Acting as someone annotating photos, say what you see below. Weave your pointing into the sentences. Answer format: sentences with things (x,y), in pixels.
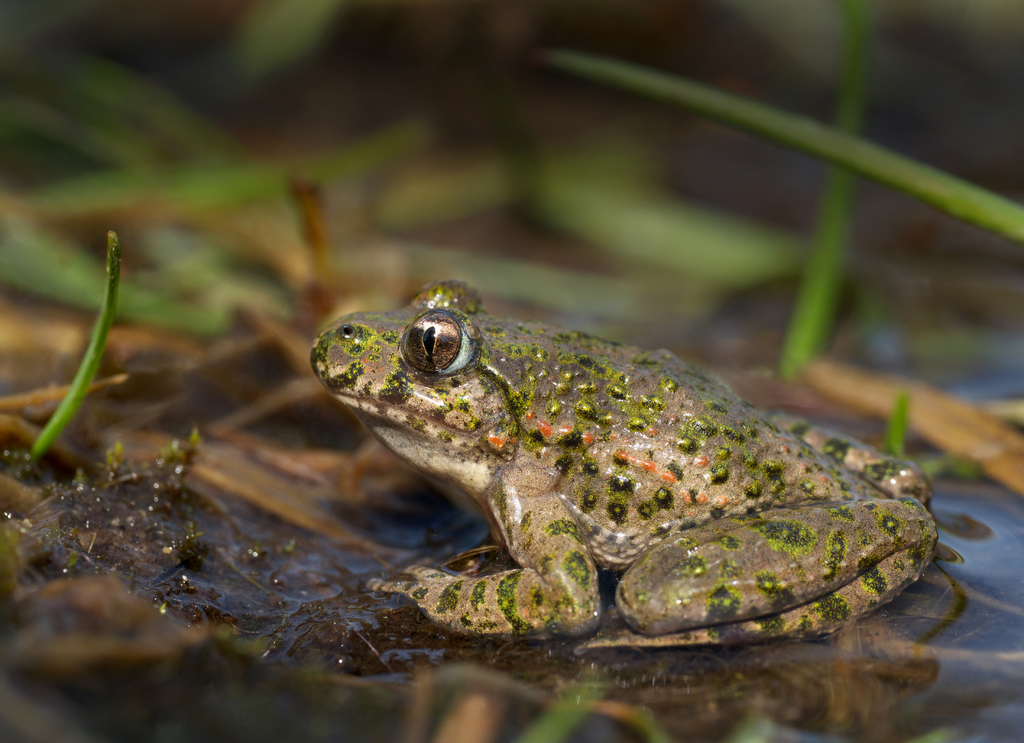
In the picture I can see a frog (659,474) sitting on an object (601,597) and there is water (931,682) around it.
